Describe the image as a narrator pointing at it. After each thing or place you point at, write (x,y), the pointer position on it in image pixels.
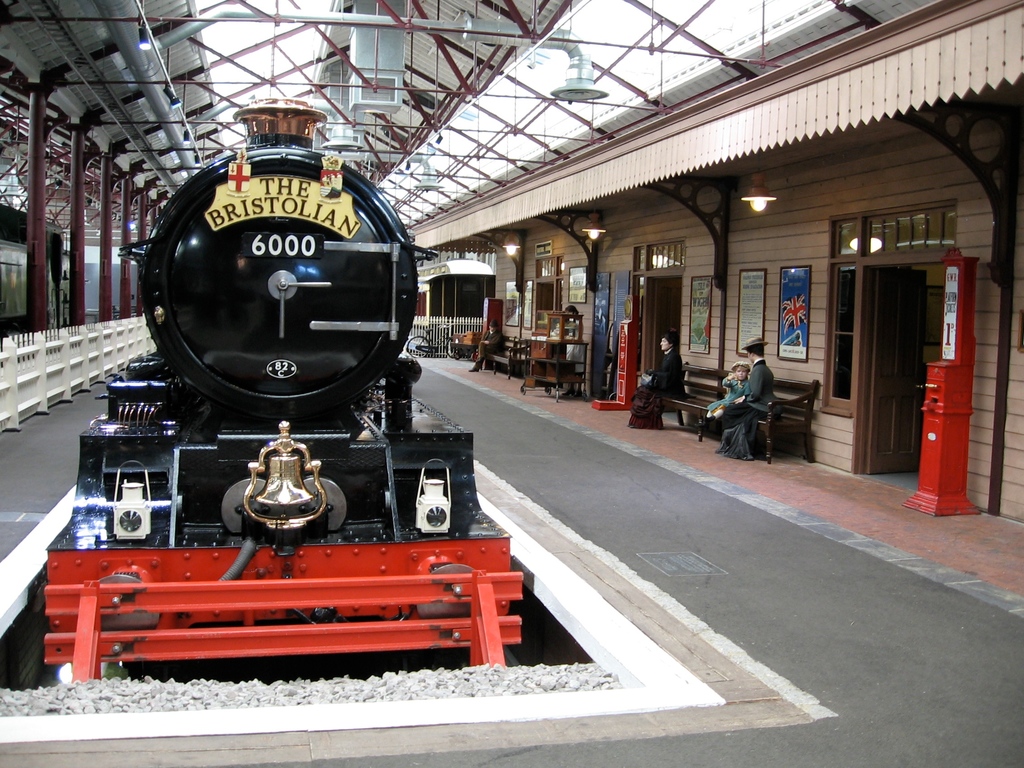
On the left side (329,492), there is a black color train (371,320) on a railway track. Beside this train (132,391), there is a fence (46,371) and there are pillars (42,162). Above this train (325,156), there is a roof (522,1). On the right side (759,385), there are persons (674,342) sitting on benches (786,393) and there are photo frames (762,306) attached to the wall (564,288) of a building (884,29) which is having lights (759,193) attached to the roof (459,237). In the background (470,276), there is a bicycle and other objects (456,281).
